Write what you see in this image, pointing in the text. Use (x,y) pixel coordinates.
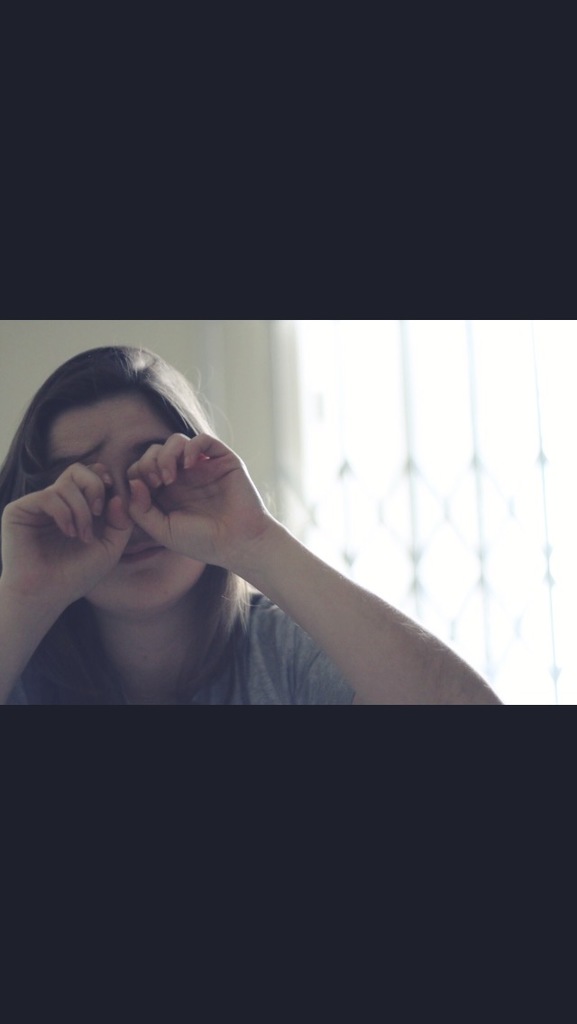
In the foreground of this image (167,524), there is a woman (109,505) rubbing eyes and it seems like there is a black border (311,234) at the top (360,259) and the bottom.
